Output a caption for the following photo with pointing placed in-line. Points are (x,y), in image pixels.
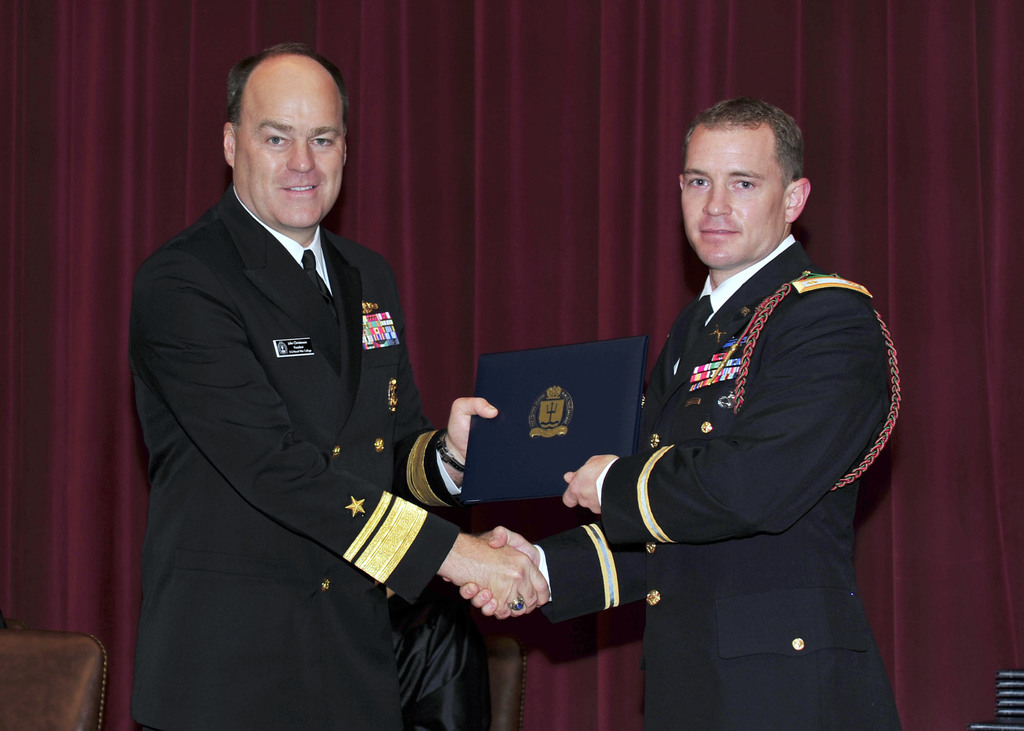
In this picture, we see two men (317,386) who are in the uniform (561,539) are standing. Both of them are shaking their hands (491,542) and they are smiling. They are holding a certificate (612,434) in their hands (605,463). They are posing for the photo. In the left bottom (82,674), we see a chair (57,678). In the background (63,322), we see a curtain (497,170) or a sheet (559,208) in maroon color.
